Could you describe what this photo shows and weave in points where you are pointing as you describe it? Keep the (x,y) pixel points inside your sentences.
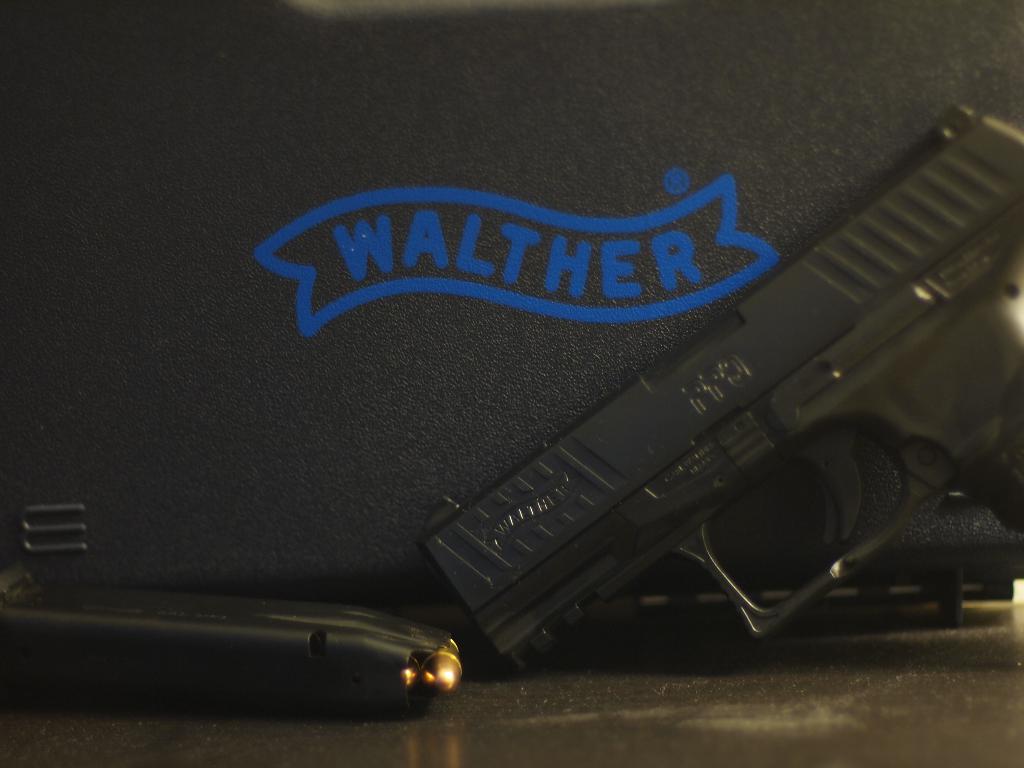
At the bottom of the image (701,520) we can see there is a gun (744,419) and magazine (411,628). At the center of the image (437,265) there is a text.
